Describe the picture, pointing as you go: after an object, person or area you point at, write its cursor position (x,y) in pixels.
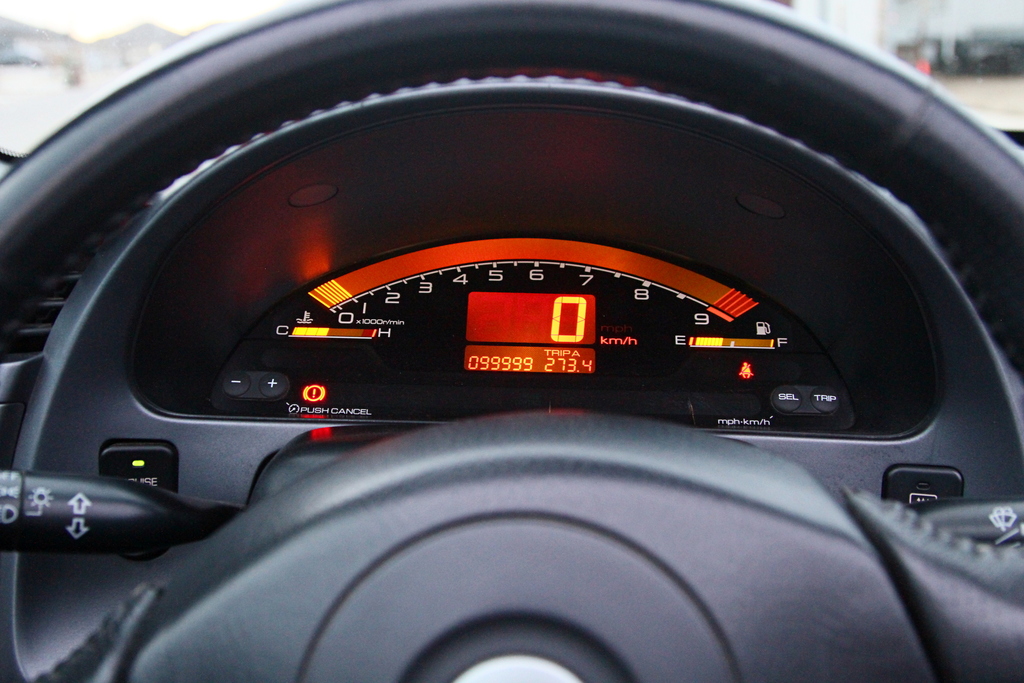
In this image I can see the steering (439,564) and the speedometer (513,381). I can see there is a blurred background (834,24).
